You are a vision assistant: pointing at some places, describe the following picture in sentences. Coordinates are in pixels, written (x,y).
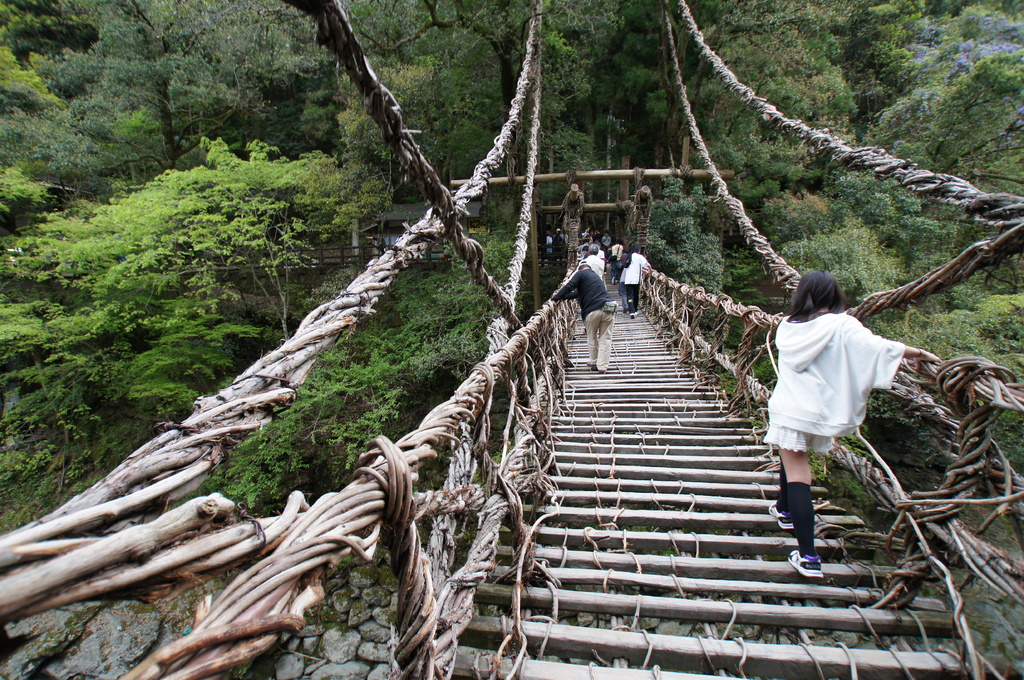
In this image, we can see a bridge (527,350). Few people (781,431) are walking on the bridge (697,371). Background (245,208) we can see so many trees (50,71), plants (292,414), stones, shed (369,239), rod fencing (360,248).
